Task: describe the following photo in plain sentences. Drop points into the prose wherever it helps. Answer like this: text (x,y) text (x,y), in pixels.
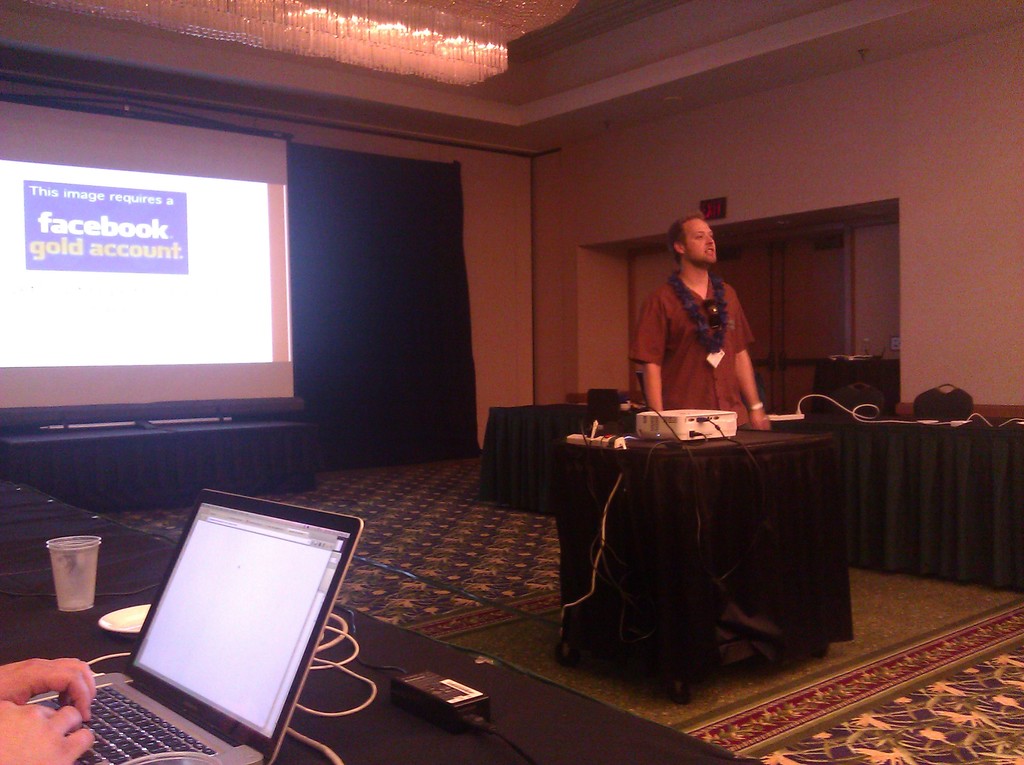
In this image I see a man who is standing near the table (715,449) and there is a projector (724,428) on it. I can also see a person's hand (14,760) on the laptop (329,541) and there is glass (64,606) over here, I see that there are tables (543,444) and chairs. In the background (973,366) I see the wall (1008,354), door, a projector screen (276,148) and the cloth (311,315) over here.
